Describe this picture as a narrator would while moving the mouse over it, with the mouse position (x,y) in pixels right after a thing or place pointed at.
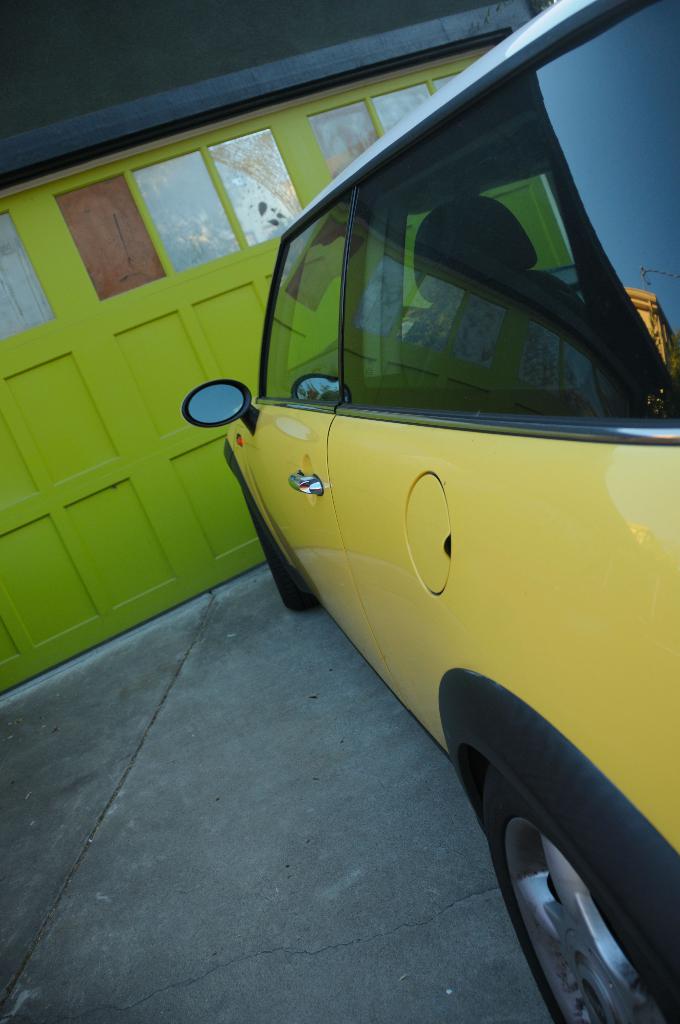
In the picture we can see the side view of the car (634,510) which is yellow in color with side mirror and wheels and in front of the car (368,454) we can see a wall (110,435) which is light green in color.
